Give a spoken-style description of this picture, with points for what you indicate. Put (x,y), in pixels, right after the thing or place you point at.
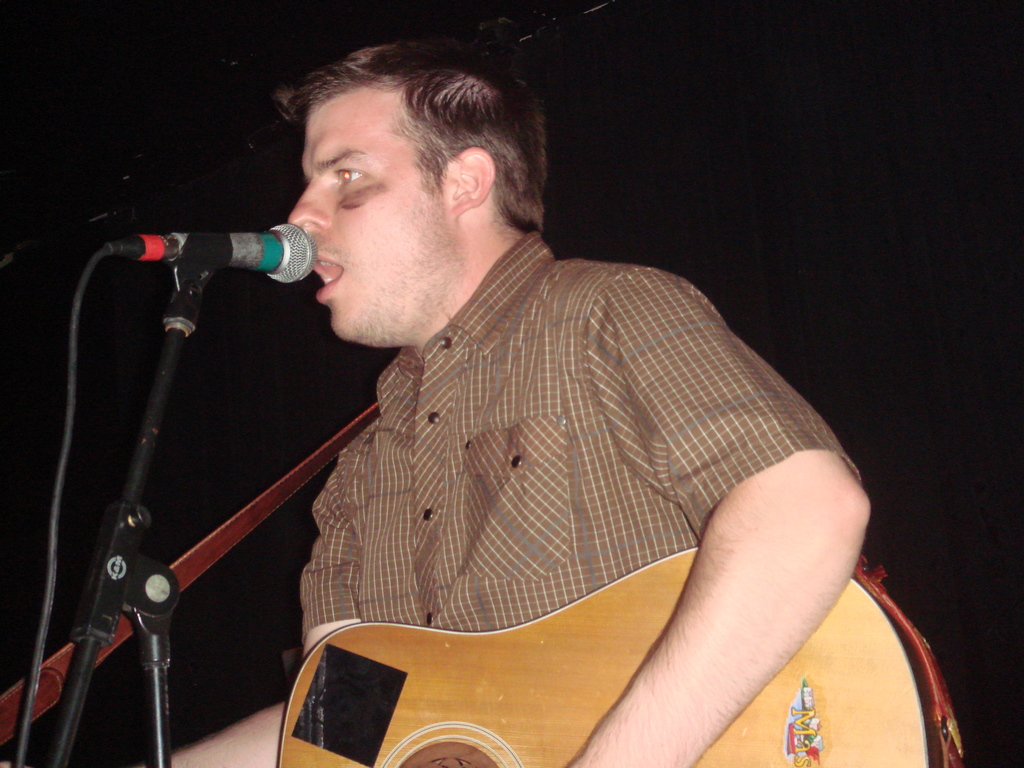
Here we can see a person (476,243) is sitting, and singing, and holding a guitar (549,710) in his hands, and in front (206,277) him is the microphone (206,258) and stand (93,612).
